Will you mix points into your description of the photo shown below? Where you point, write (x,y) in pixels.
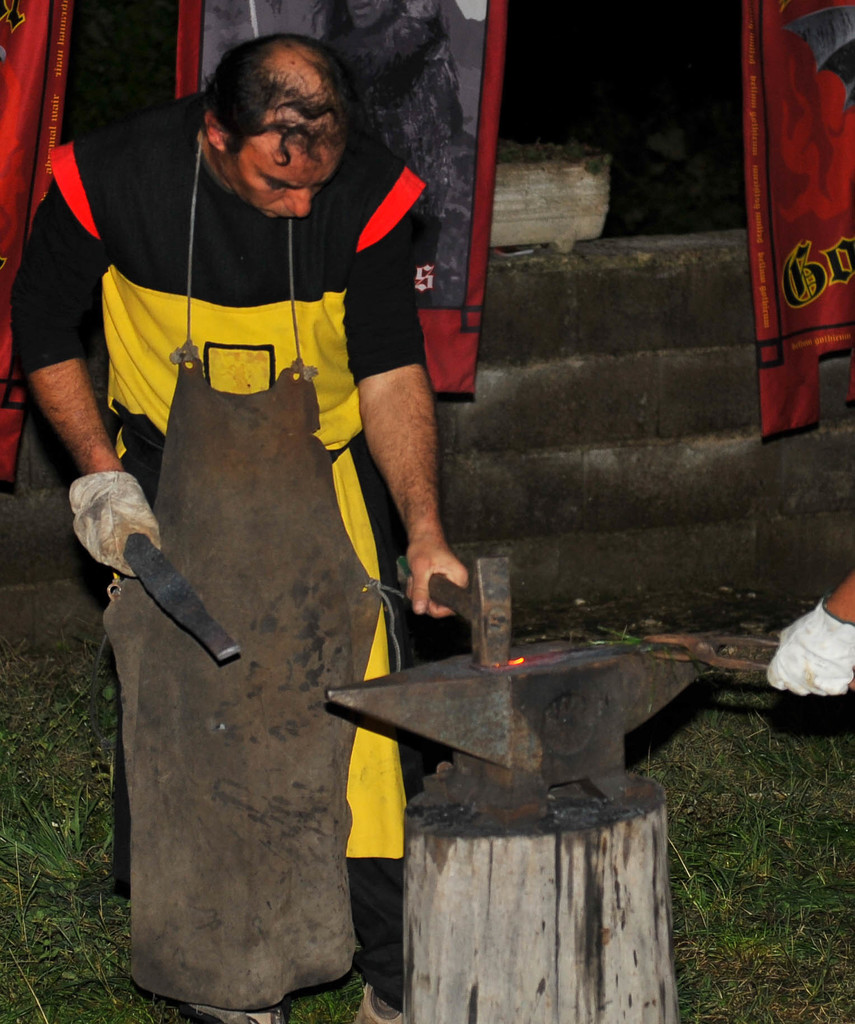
In this image there is a man (240,470) standing. He is wearing an apron (228,488). He is holding a metal hammer (436,592) and chisel (176,580) in his hands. In front of him there is a metal equipment (530,722). Behind him there are banners (425,66) to the wall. There is grass (714,918) on the ground (129,914). To the right (788,662) there is a hand (787,659) of a person (781,662) holding a metal equipment (709,641).
